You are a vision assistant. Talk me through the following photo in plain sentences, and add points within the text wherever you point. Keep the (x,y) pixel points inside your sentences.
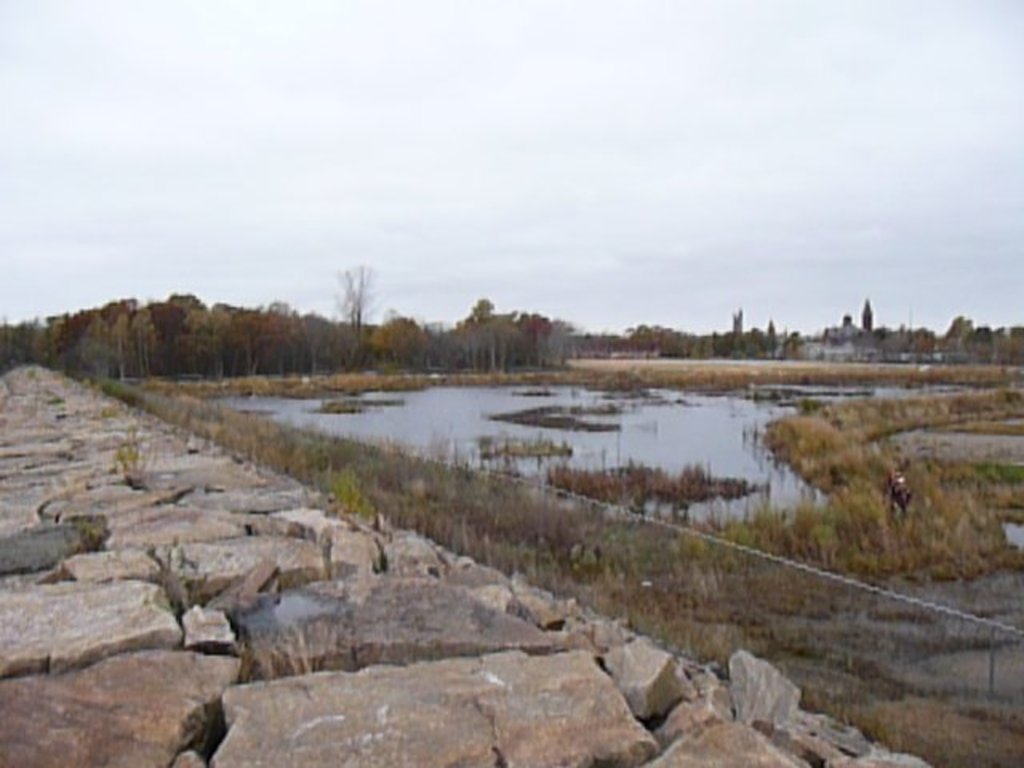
In this image I can see water (670,411), dried grass (382,492). Background (461,342) I can see few trees (211,340) in green color and few dried trees (422,326), and sky (541,84) is in white color.
